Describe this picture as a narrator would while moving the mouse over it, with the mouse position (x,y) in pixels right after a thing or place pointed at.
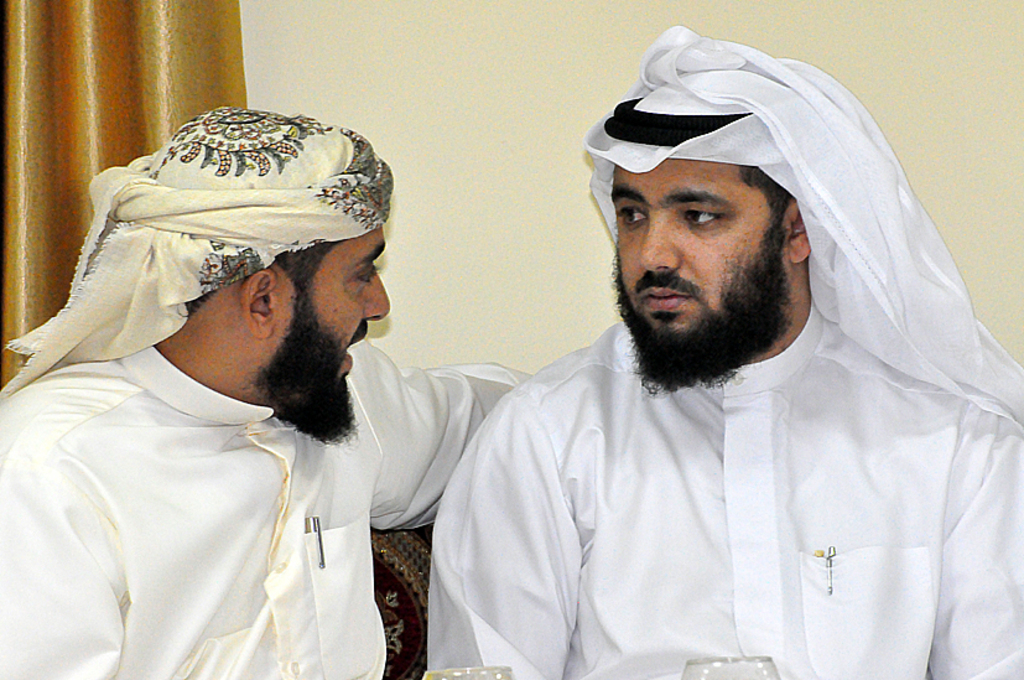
In the center of the image (648,342) we can see men (556,426) are sitting on a couch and wearing the white dresses (975,556) and tying a clothes (231,180) to their heads (785,263). In the background of the image (399,300) we can see the wall (547,125). At the bottom of the image (730,677) we can see the glasses (749,677).
